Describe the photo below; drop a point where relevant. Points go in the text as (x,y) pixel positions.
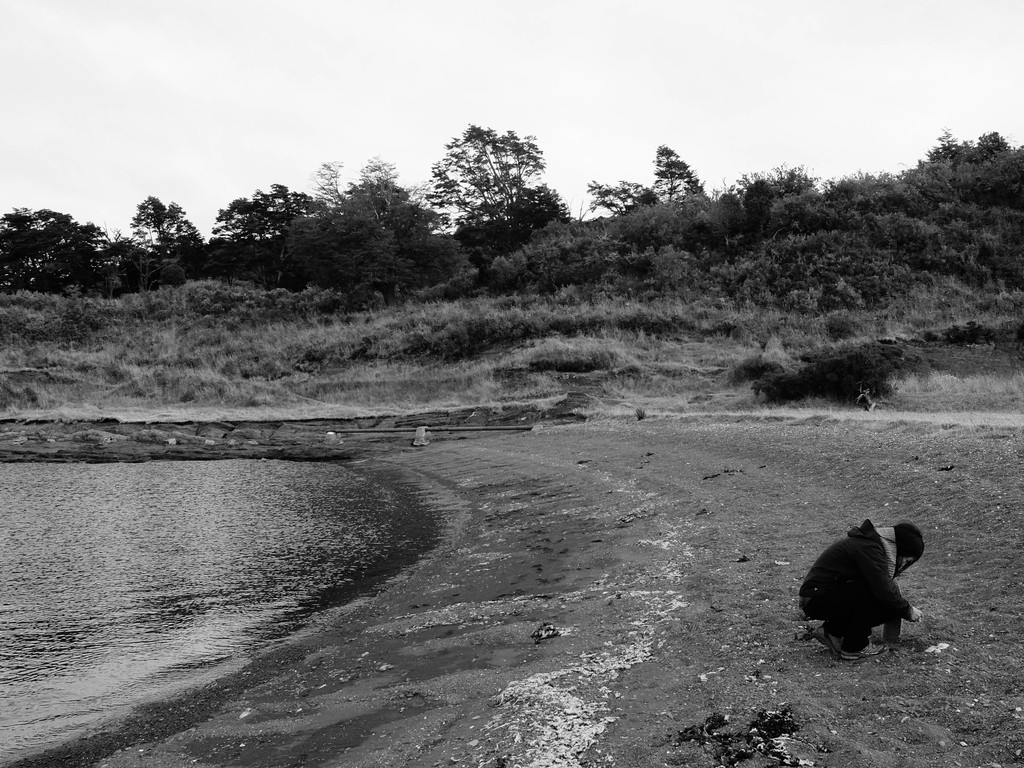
On the right side of the image (850,611) we can see a person (834,583) sitting on the ground (681,630). On the left (196,595) there is a river (125,564). In the background (287,287) there are trees (282,252) and sky (294,83).
